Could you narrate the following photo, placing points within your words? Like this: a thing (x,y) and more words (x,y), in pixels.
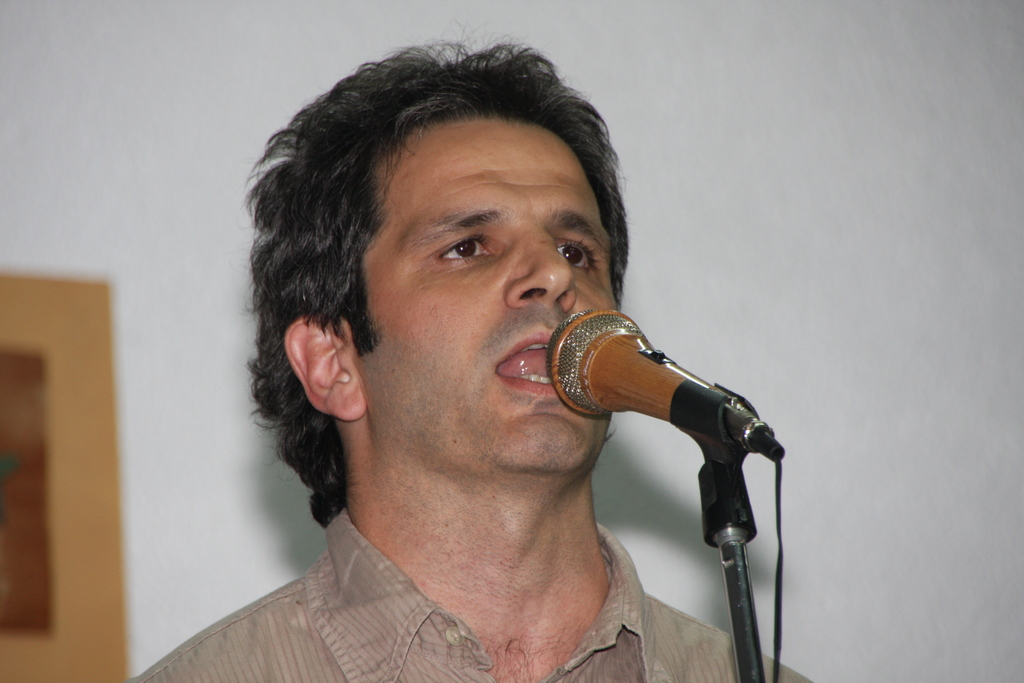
This image is taken indoors. In the background (129,412) there is a wall (184,625) with a picture frame (99,447) on it. In the middle of the image (508,255) there is a man (392,468) and he is singing on the mic (743,442).
